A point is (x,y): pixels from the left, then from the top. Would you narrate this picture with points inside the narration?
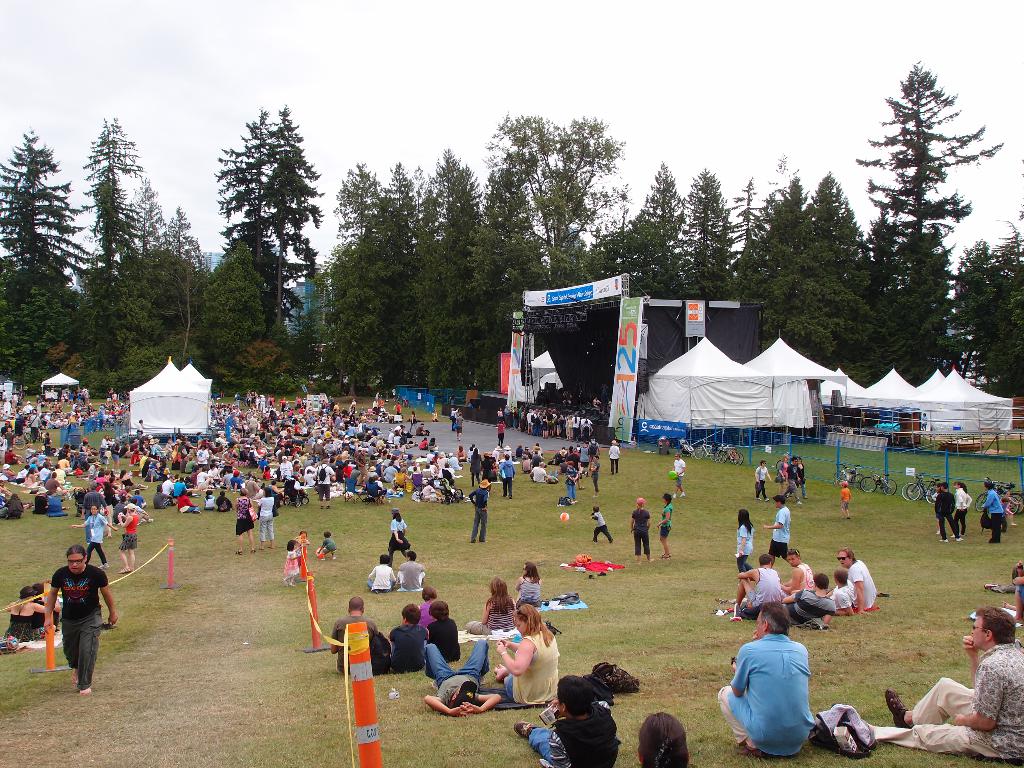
In this image I can see an open grass ground (329,742) and on it I can see number of people (48,471). I can see most of people (523,625) are sitting and rest all are standing. I can also see few clothes (554,598), few poles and few other things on the ground (501,565). On the bottom left side of the image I can see few orange colour poles (172,543) and two tape barricades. In the background (880,392) I can see number of tent houses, an open tent shed (47,398), number of boards (613,380), number of trees (974,307), few buildings (300,300) and the sky (395,61). On the right side of the image (875,482) I can see number of bicycles (1008,487) and the iron fence (826,452).
